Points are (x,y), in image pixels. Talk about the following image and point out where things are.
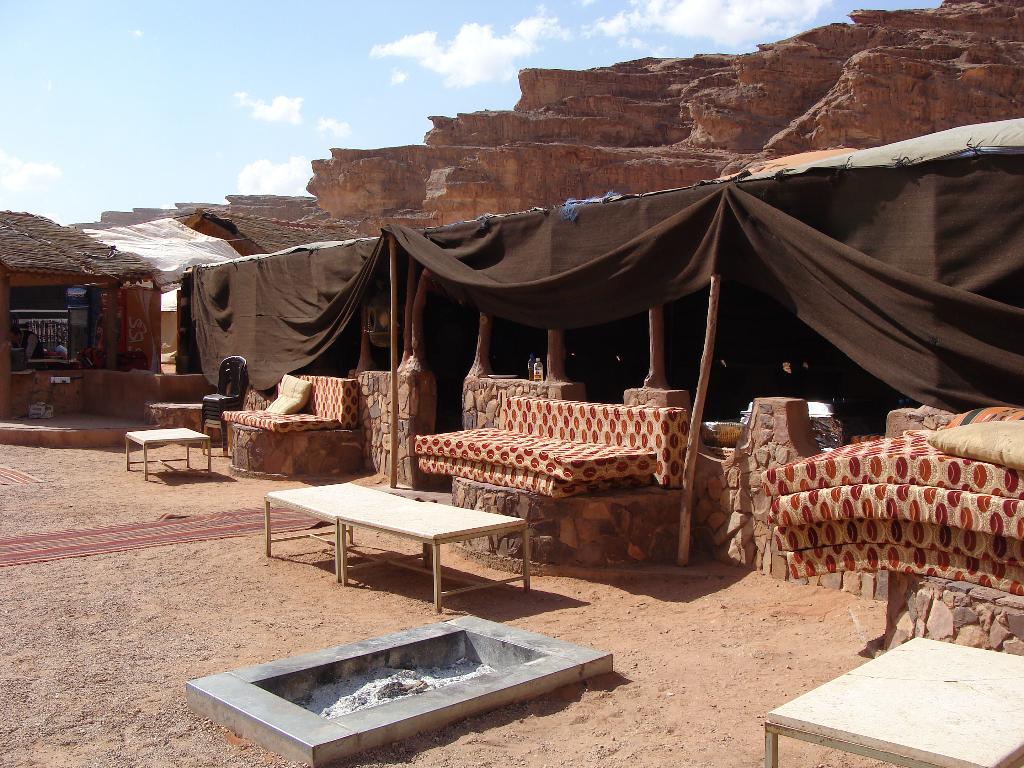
At the bottom of the picture (99,657), we see the sand (128,680) and we see an iron box (323,695) in which wood ash (439,680) is placed. Beside that, there are tables (374,501). Behind that, we see walls (347,450), which are made up of stones (308,452). We see beds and pillows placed on the walls (270,455). Behind that, we see tents (408,229) in brown color. On the left side (130,267), we see a hut (121,286). There are rocks (566,162) in the background (582,162). At the top (389,99), we see the sky (332,68) and the clouds (479,60).
